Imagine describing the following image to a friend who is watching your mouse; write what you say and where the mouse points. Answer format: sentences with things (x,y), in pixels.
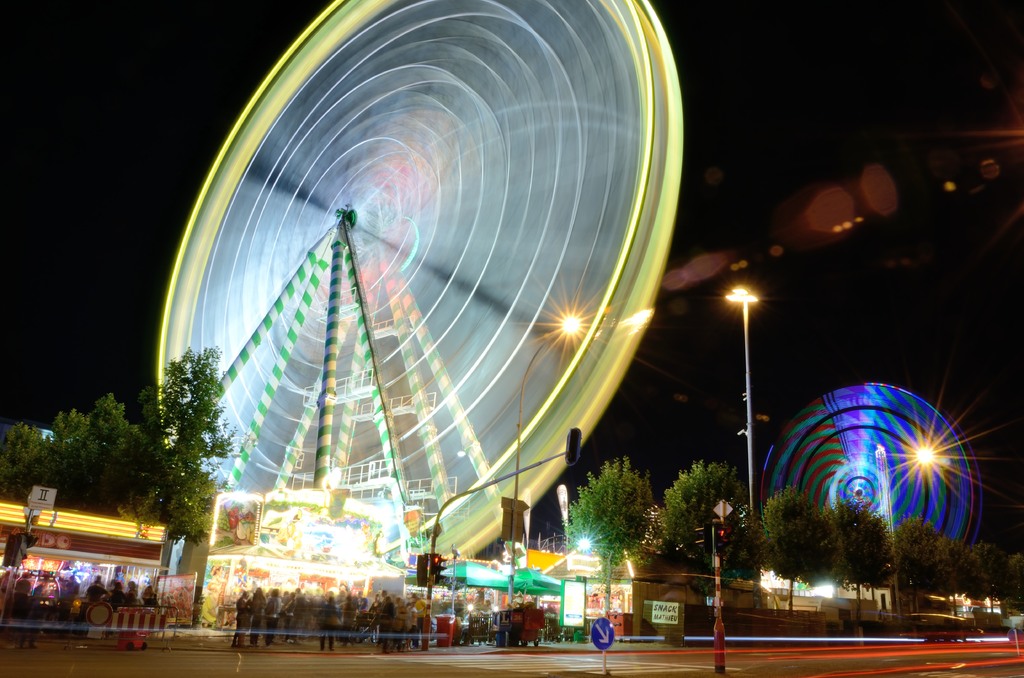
This image is clicked on the road (568,652). Beside the road (539,652) there are street light poles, traffic light poles (569,445) and sign boards (604,632). There are people (311,607) standing on the walkway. Behind them there are stalls (405,559) and trees (689,524). There are giant wheels (847,446) in the image. At the top (143,169) there is the sky (76,165).
